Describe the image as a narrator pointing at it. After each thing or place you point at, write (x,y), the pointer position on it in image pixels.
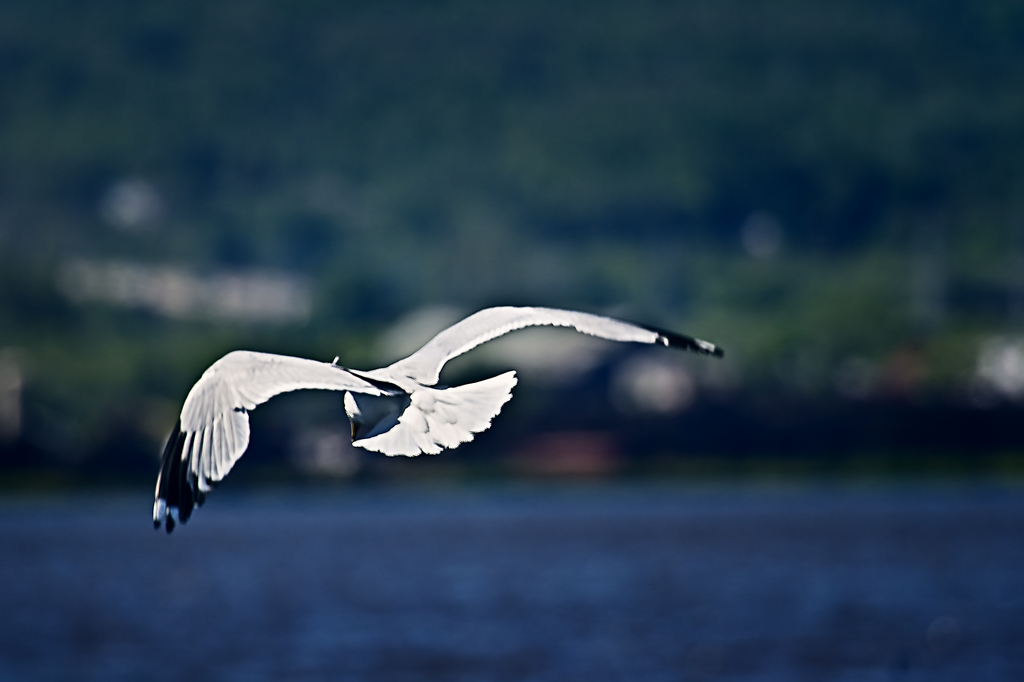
In the middle (453,415) I can see a bird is flying in the air (511,417). At the bottom (478,612) I can see water (491,617). In the background (769,151) I can see trees (302,168). This image is taken may be in the evening.
